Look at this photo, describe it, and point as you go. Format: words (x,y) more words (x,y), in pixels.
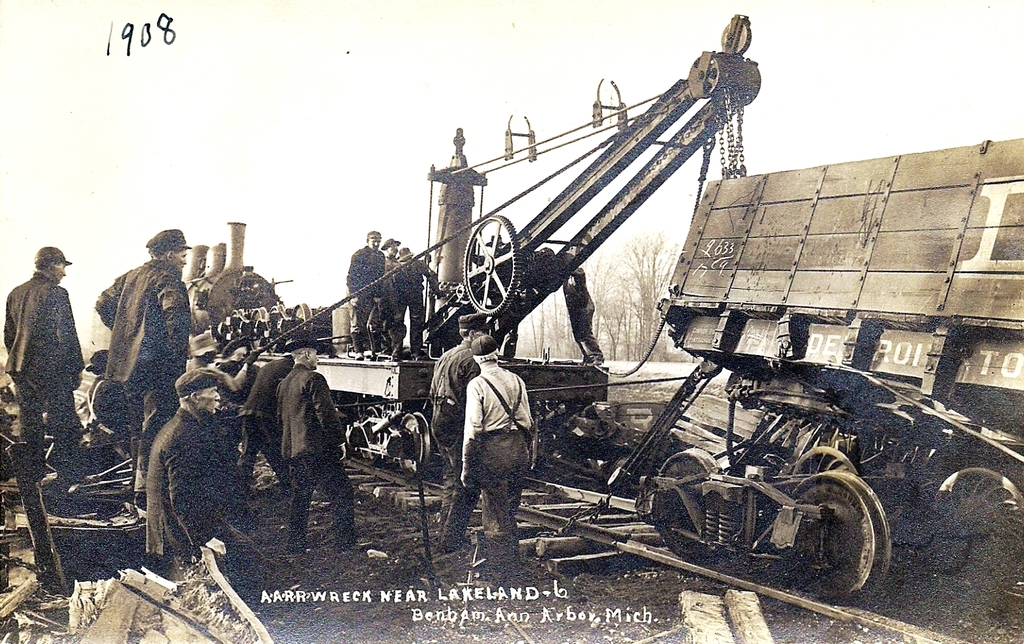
In this black and white image there is an old train (778,318) on the track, behind that there is a crane (439,332) and few people (374,291) are standing on it and a few (323,404) are standing on the surface (288,615), there are a few wooden sticks (222,590). In the background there are trees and the sky (320,299).
